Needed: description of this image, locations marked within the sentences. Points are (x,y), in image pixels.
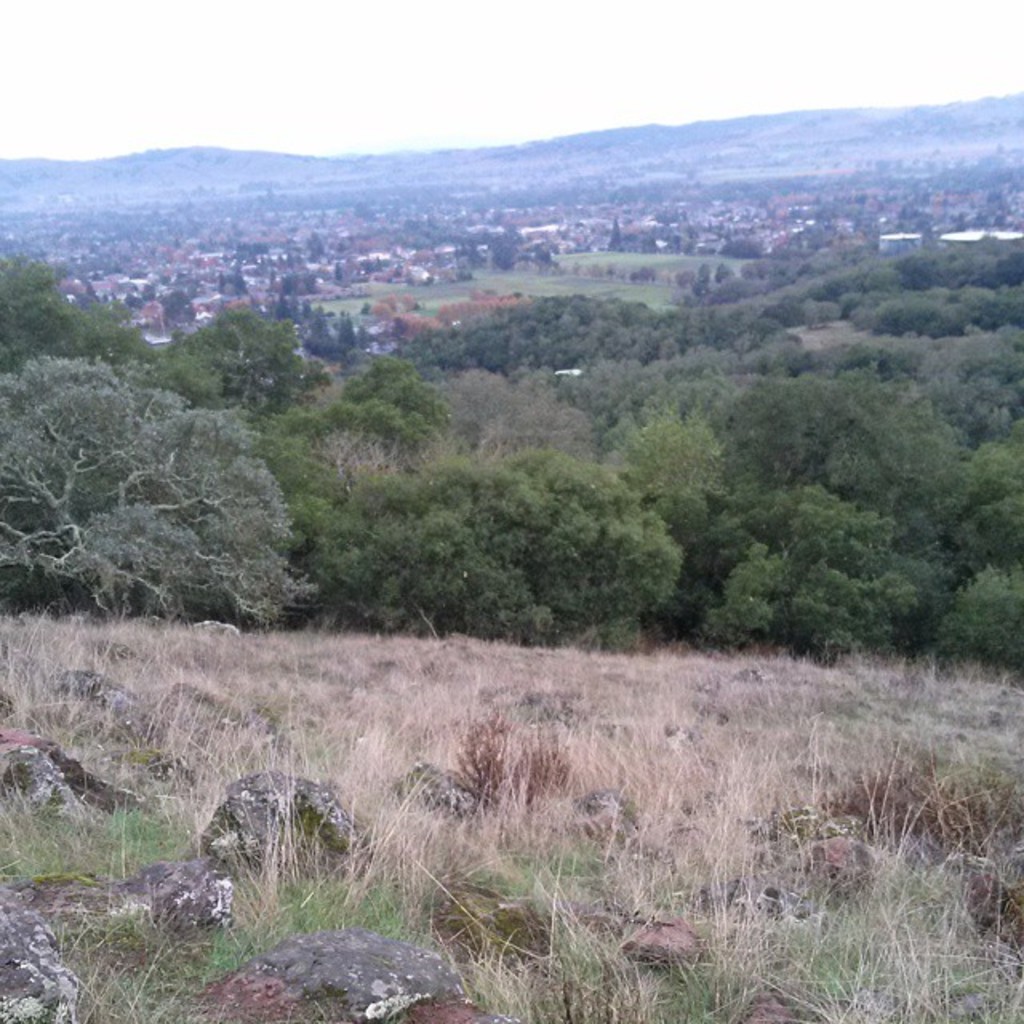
This is grass (430,825). Here we can see trees (686,485). In the background (935,59) there is sky (821,69).
